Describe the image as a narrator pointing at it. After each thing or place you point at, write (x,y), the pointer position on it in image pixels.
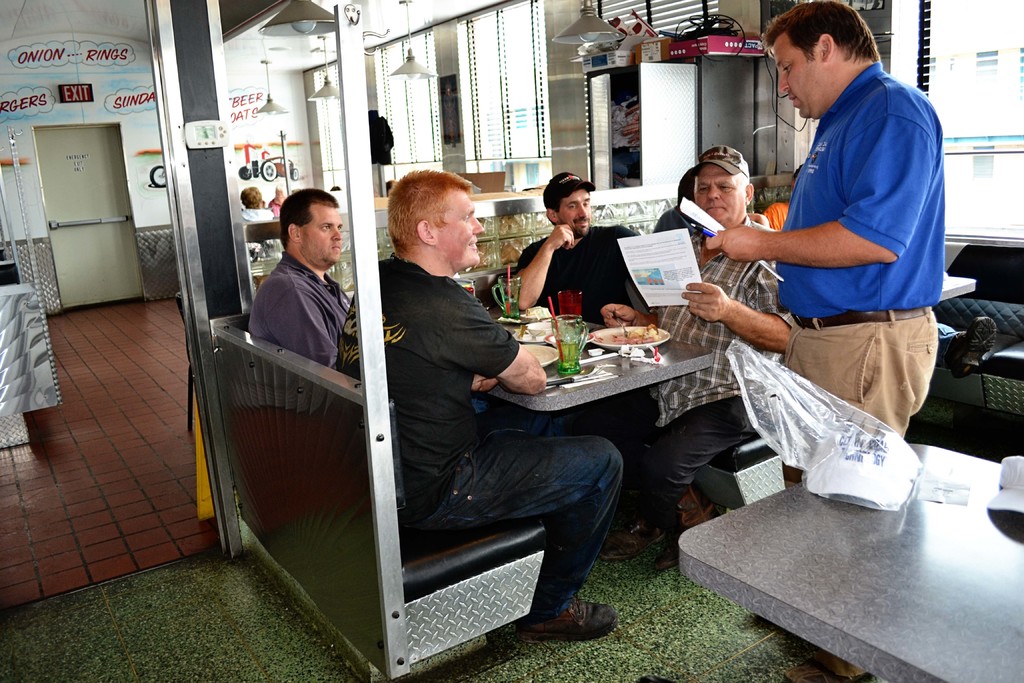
Here we can see group of people (435,276) sitting on benches (726,441) with table (683,367) having food (640,332) and juices (506,302) present in front of them and there is a person (867,210) holding paper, we can see lights (606,42) present, we can see Windows (476,34) present and we can see a door (74,175) present.
